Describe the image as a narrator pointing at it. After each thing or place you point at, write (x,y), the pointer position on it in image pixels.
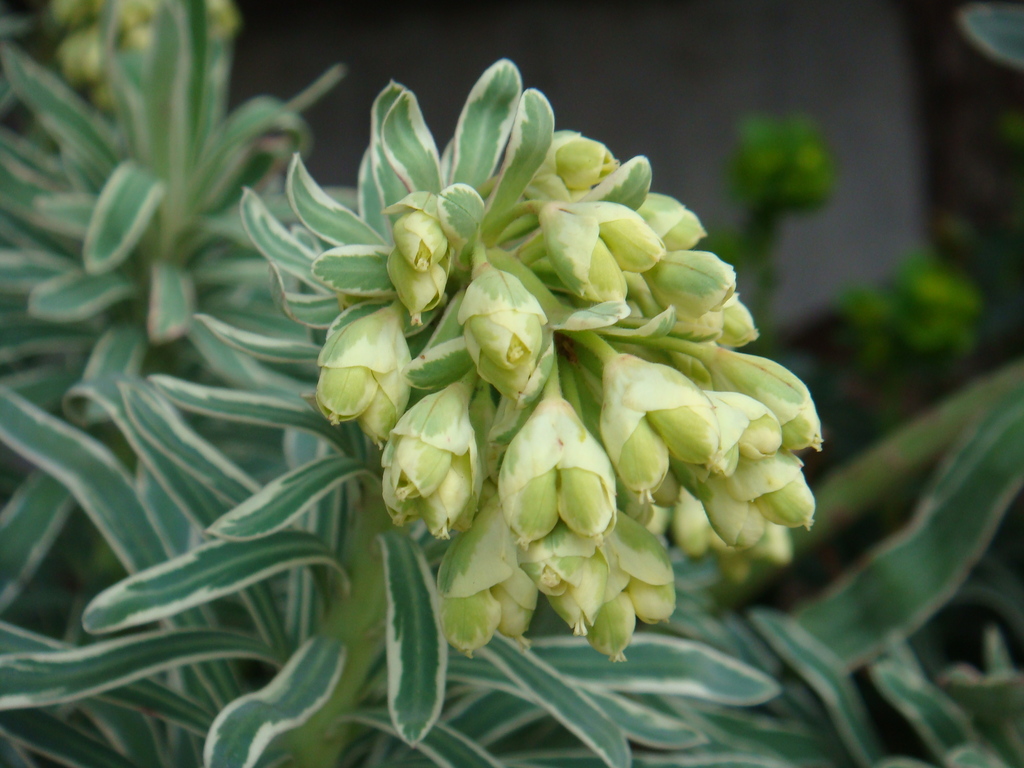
In this picture we can see buds (605,531), leaves (262,260) and stems (346,678). In the background of the image (667,25) it is blurry.
